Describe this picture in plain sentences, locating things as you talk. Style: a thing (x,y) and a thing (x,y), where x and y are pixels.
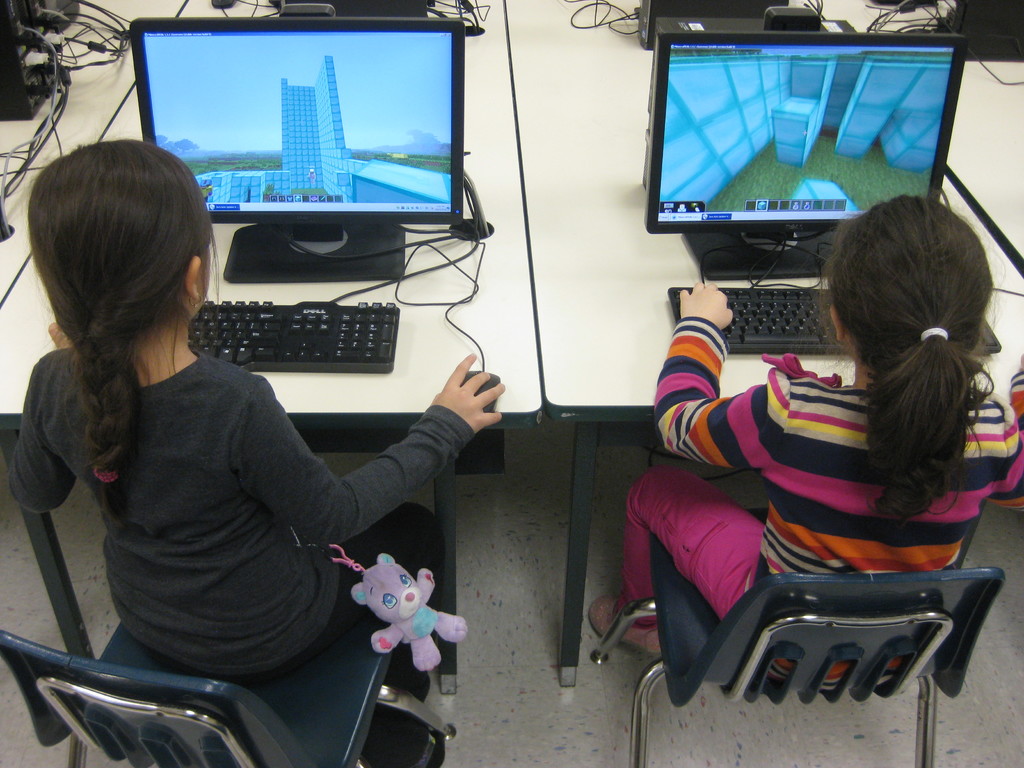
In this picture there are two girls (376,495) who are sitting on chairs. There is a computer (363,234), mouse (496,381), keyboard (355,331) and few other objects (879,27) on the table (851,371). There is a toy (400,589).
